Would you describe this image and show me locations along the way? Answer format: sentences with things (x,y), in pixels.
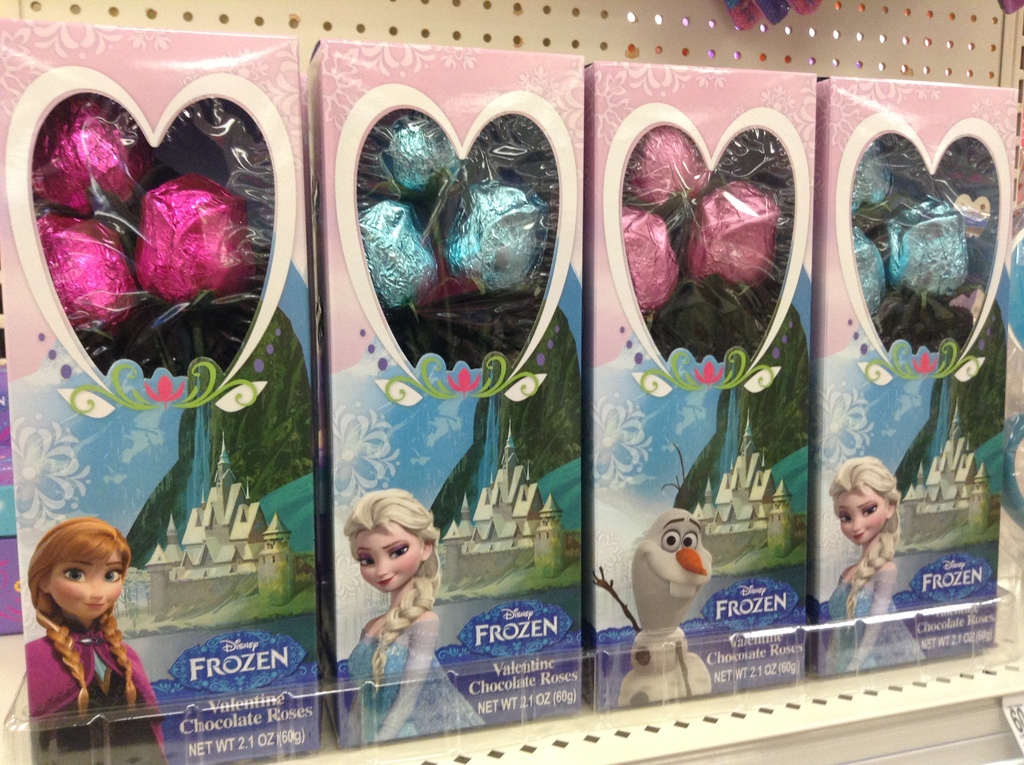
This image consists of chocolate boxes (377,470) are kept in a rack (570,732). The rack (570,732) is in white color. There are four boxes (607,555).
